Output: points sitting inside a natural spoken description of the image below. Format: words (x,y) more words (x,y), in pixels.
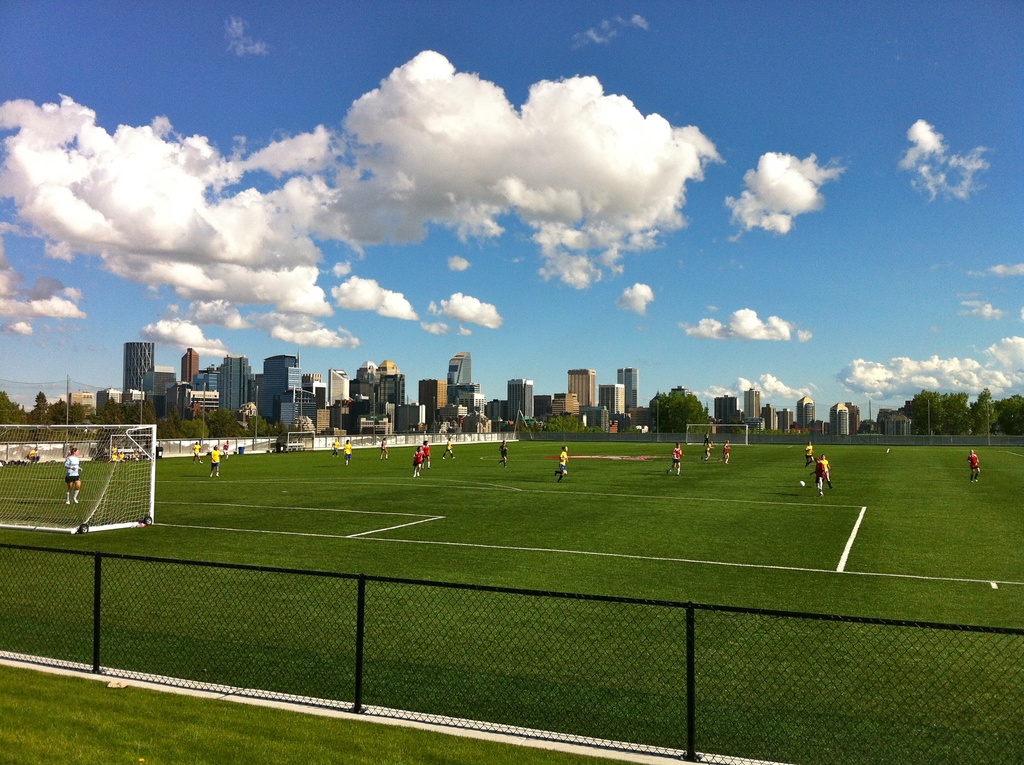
In this image we can see some people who are in the ground (764,555) and around there is a fencing (327,446) and also we can see some buildings (779,427), houses (862,427), trees (968,427) and some clouds (254,297) to the sky (87,155).
